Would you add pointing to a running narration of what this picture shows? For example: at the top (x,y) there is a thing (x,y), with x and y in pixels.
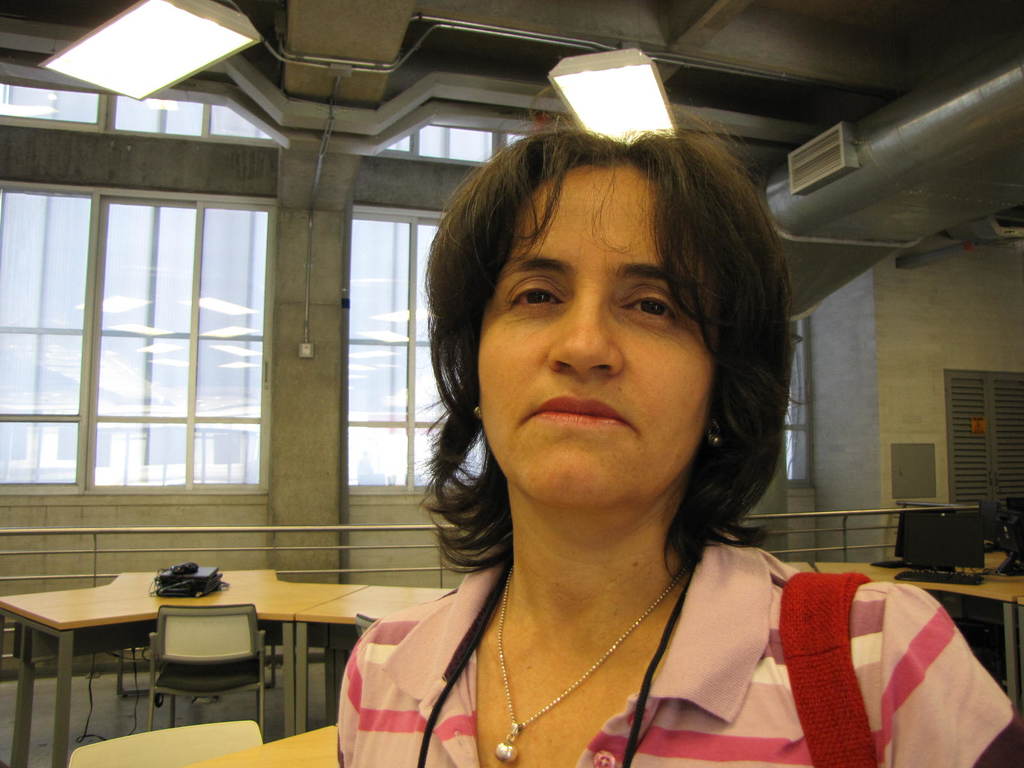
In the picture we can see a woman (582,503), background (382,469) we can see a table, chair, windows (373,455) and lights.
